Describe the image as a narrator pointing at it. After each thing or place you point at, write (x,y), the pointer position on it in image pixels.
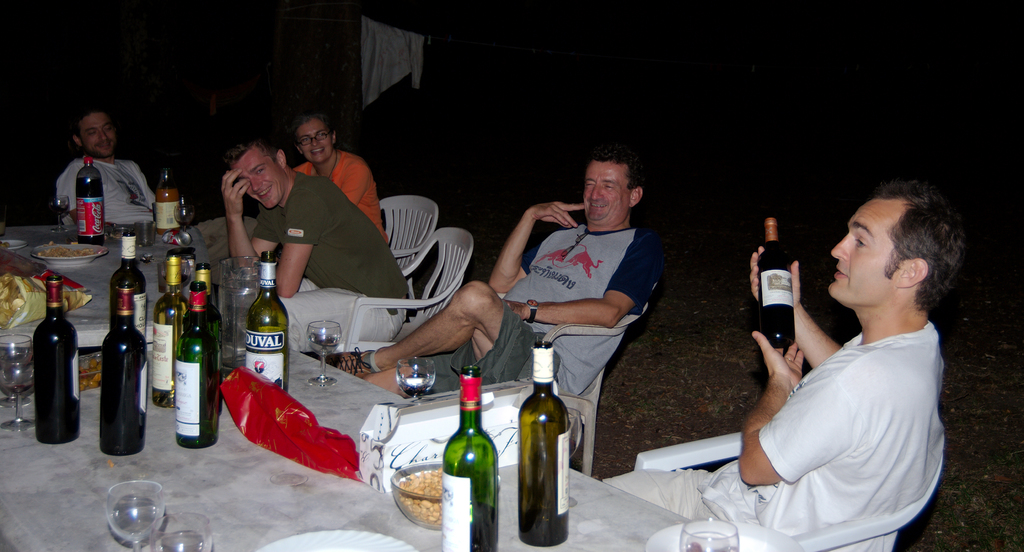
There are five persons (286,207) sitting on chairs (459,270). A person (793,417) in white t shirt (788,426) is holding a bottle (788,294). In front of them there is a table (97,413). On the table (97,278) there are many bottles (143,314), glasses (164,510), bowls (406,497), boxes (399,438), cover (312,432), chips (29,288), plates (72,257) and snacks (94,366).
